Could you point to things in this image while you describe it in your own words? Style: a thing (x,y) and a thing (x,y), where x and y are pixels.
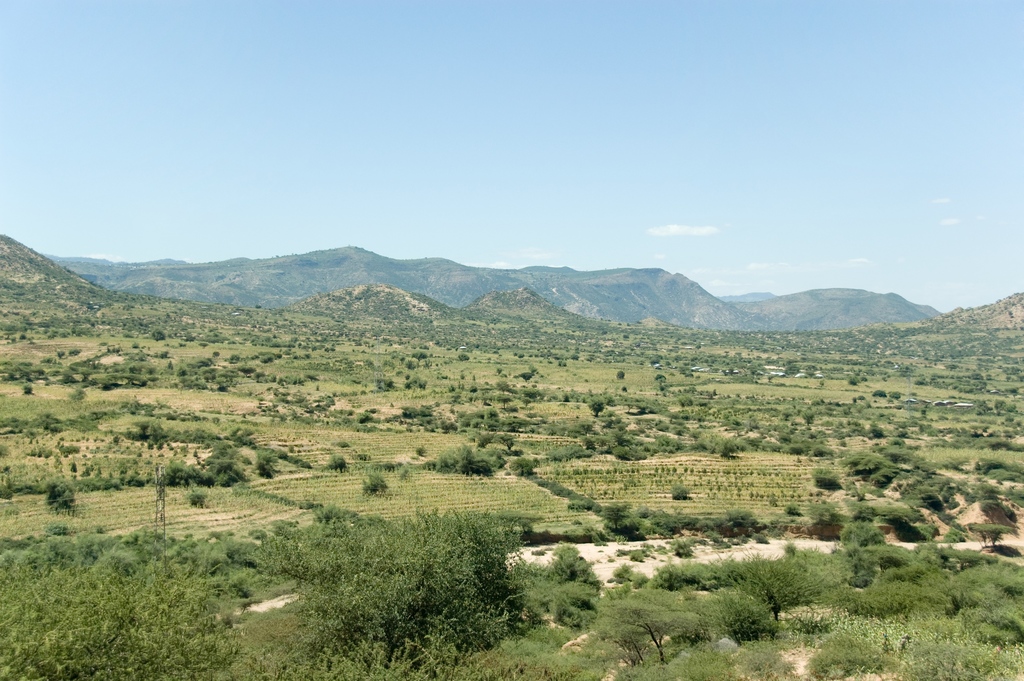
In this image I see a land (961,364) covered with grass (23,519), lot of plants (989,660) and trees (910,371). In the background (765,321) I see the mountains (702,317) and the sky (958,252).
